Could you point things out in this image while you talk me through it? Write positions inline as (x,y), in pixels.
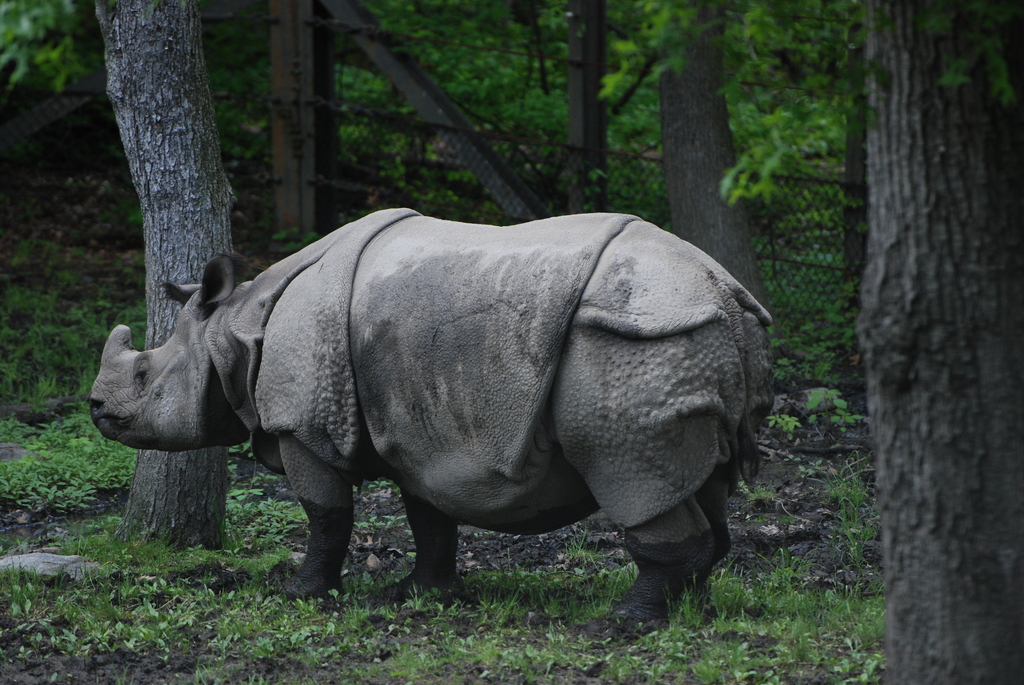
In this picture I can see a rhinoceros (410,428) and I can see trees (361,71) in the back (505,90) and few plants (81,429).
